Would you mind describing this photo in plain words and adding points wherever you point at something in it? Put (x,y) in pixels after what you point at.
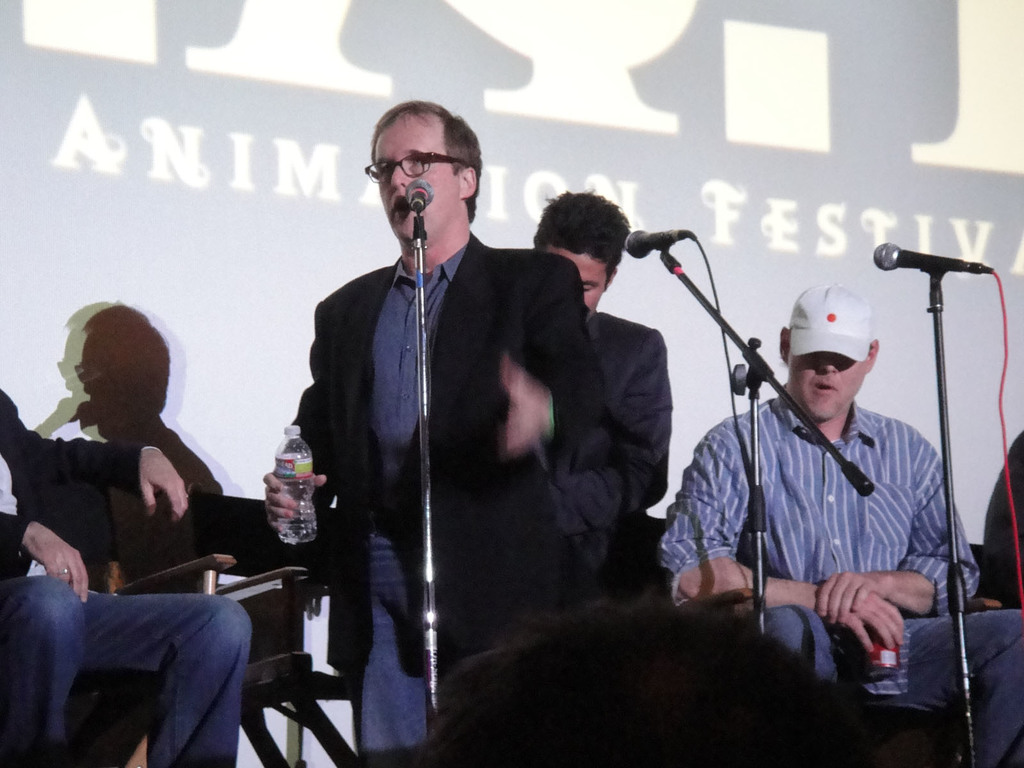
There are two men (596,417) standing and two people (735,521) sitting on the chairs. These are the mikes (916,258), which are attached to the mike stands (936,285). In the background (290,423), It might be a screen (535,110) with the display (223,276).
